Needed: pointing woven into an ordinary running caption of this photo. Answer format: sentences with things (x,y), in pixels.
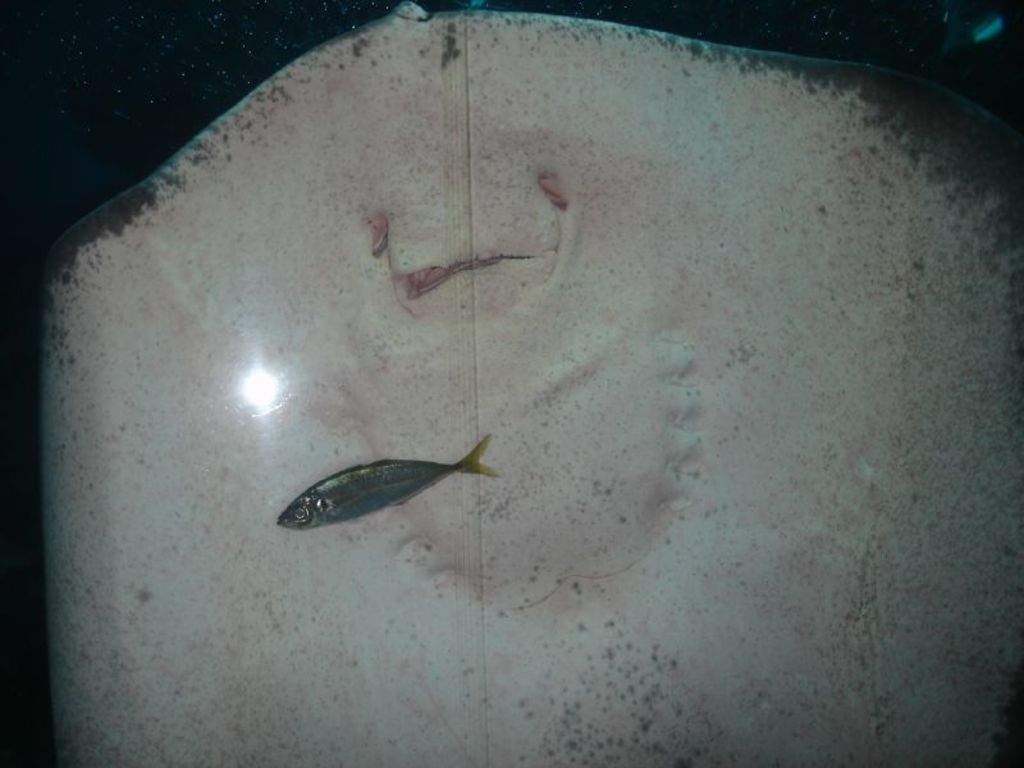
In this image I can see two fishes (597,456), light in the water (49,150). This image is taken may be during night.
